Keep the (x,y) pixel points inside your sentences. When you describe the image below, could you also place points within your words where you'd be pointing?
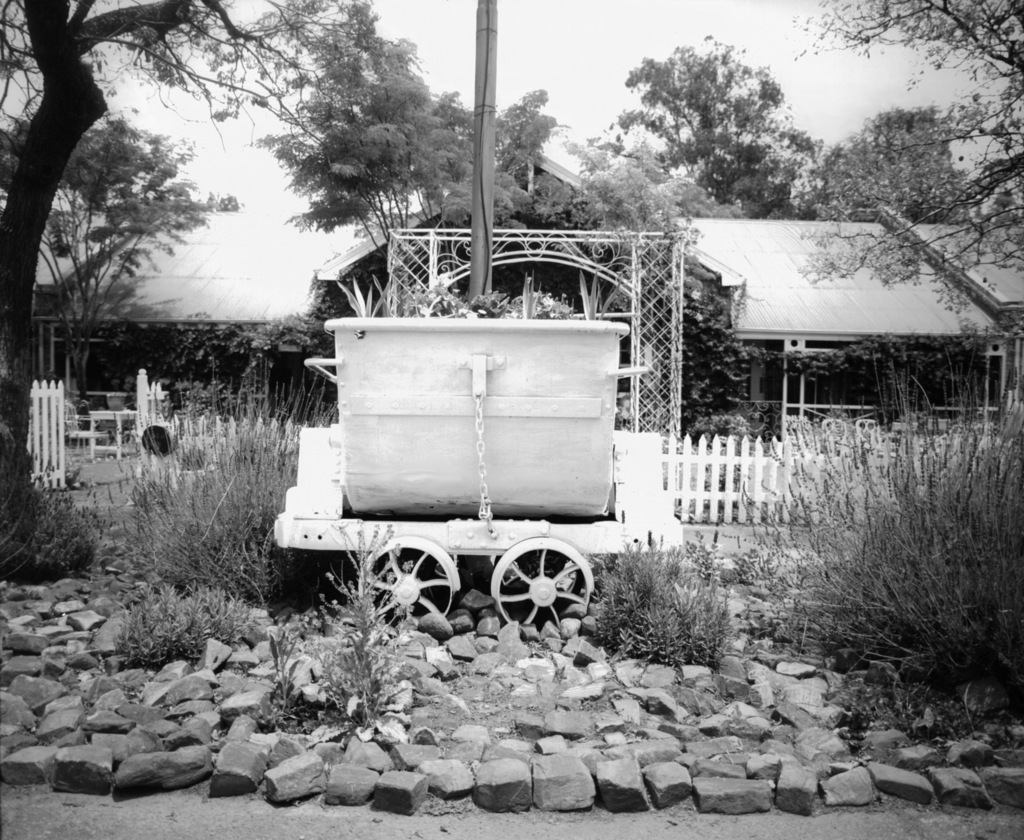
There are stones (506,696), it seems like a boat (474,367) on the wheels (566,554) and plants (969,486) in the foreground area of the image (655,473), there are houses (733,245), boundary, trees (97,291) and the sky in the background (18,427).
